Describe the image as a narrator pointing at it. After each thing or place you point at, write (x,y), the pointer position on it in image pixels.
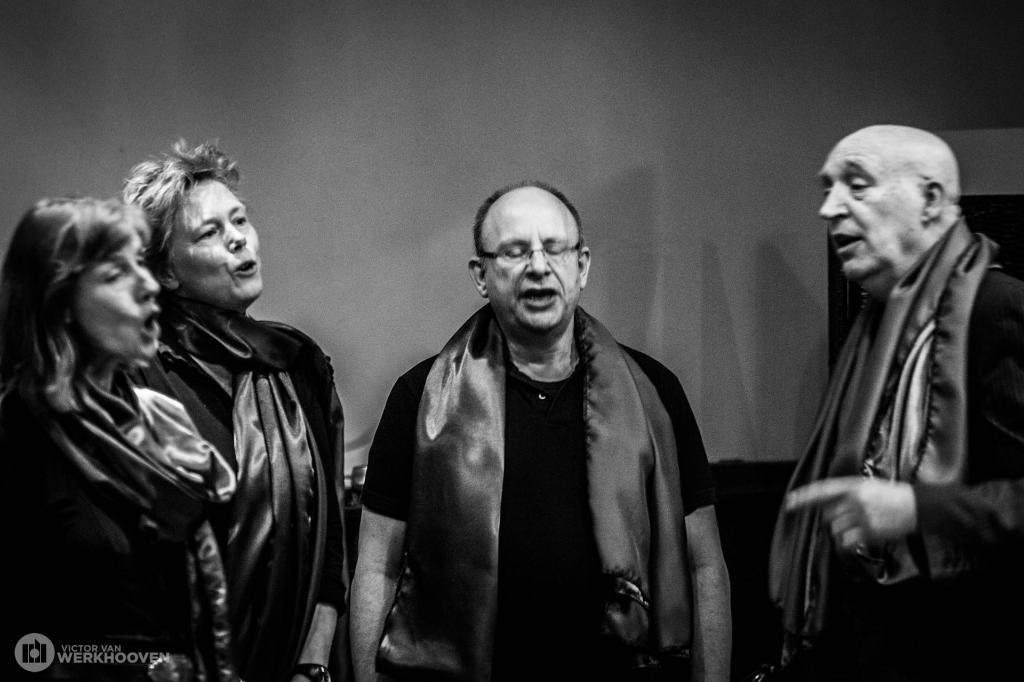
In this image I can see few people (582,460) are standing. I can see the wall (592,109). The image is in black and white.
